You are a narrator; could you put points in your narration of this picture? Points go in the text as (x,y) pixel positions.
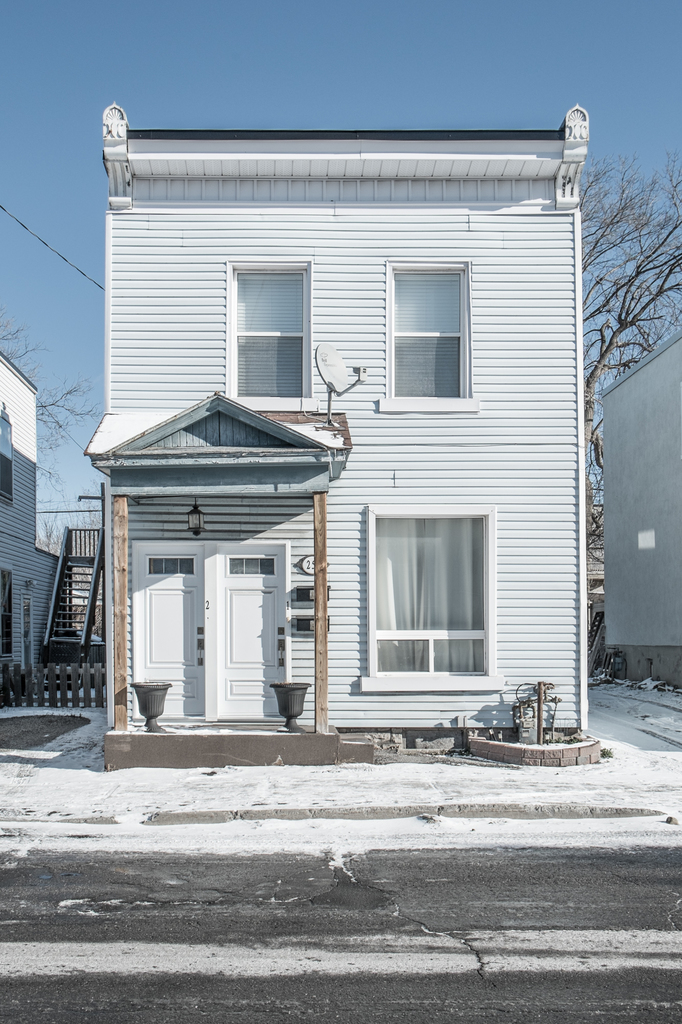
In this image we can see the buildings (356,597) with windows (401,563), curtains (442,600) and doors (283,681). In front of the building (177,709) we can see a road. And there are stairs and fence (72,687). In the background (639,133), we can see the sky (595,142) and trees (610,341).
